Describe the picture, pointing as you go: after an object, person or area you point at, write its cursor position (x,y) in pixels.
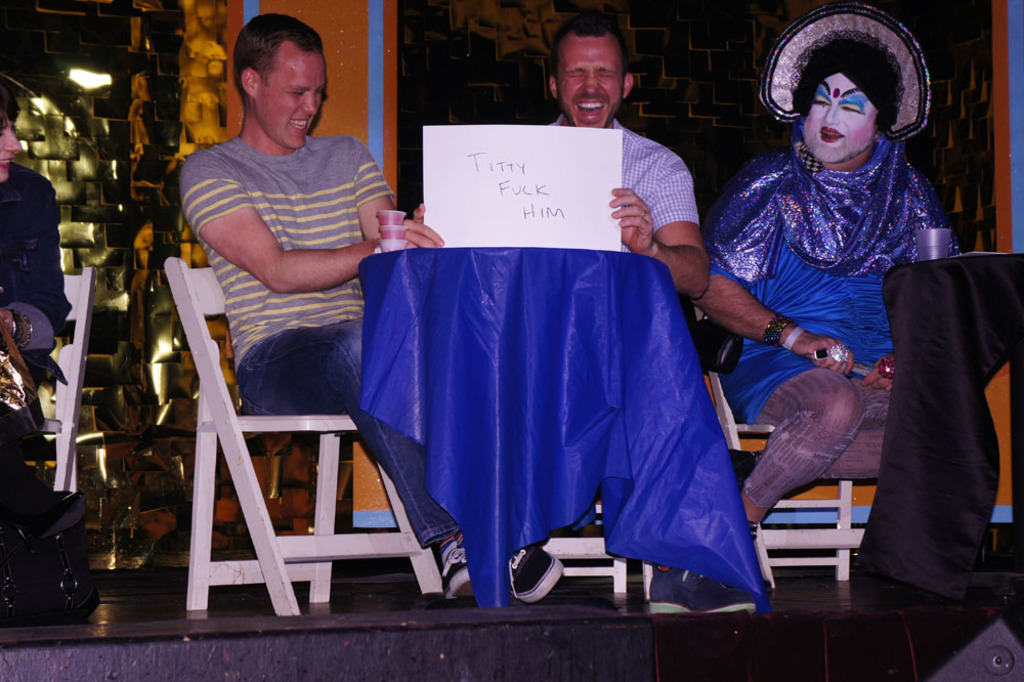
In this image three persons (365,220) are sitting in the middle (666,255) person (631,187) is holding a board (501,165) in front of them there is a table (518,370) which is covered with blue color cloth (479,422) in the right side of the person (859,281) is in makeup (834,110) and left corner of the photo (52,280) we can see one person (26,258) he is looking towards the middle person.
